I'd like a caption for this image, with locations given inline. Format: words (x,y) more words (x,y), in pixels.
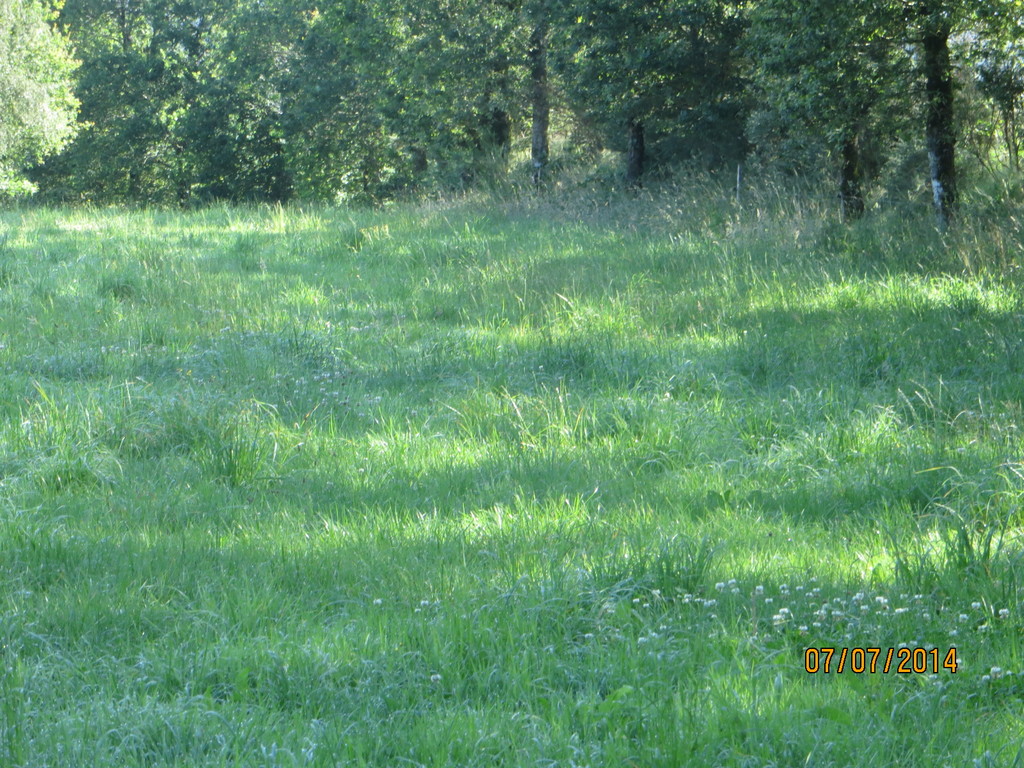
In this picture there is a greenery ground (527,468) and there are trees (559,108) in the background (549,57) and there is something written in the right bottom corner (915,652).
